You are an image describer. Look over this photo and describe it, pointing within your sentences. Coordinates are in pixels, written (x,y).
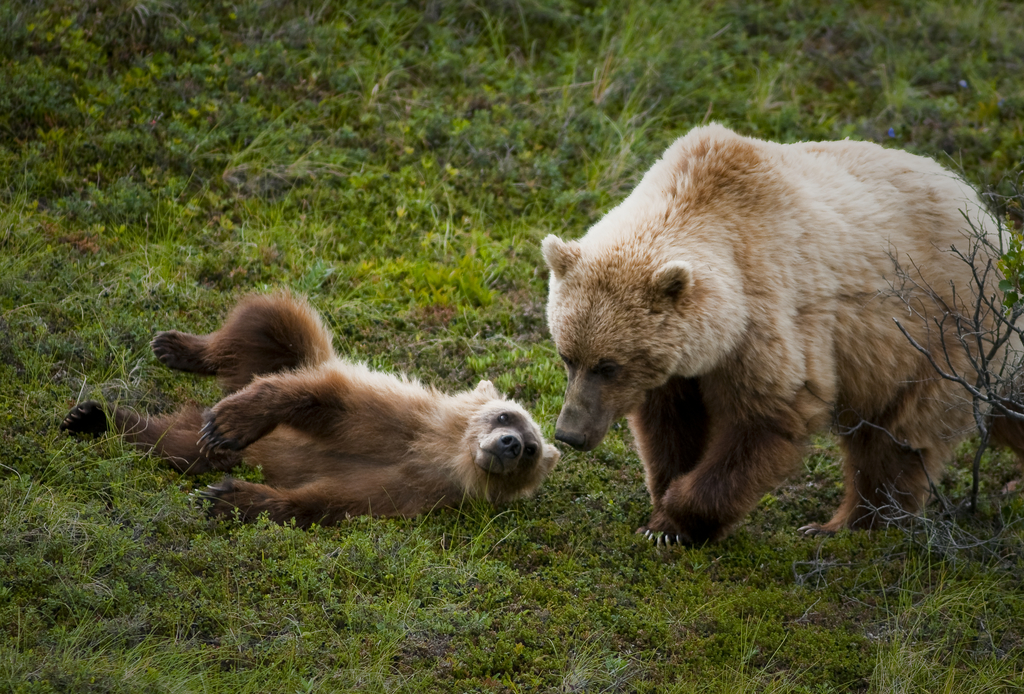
In this image I can see few animals (684,262) in cream, brown and black color and I can see the green color grass (368,328).
